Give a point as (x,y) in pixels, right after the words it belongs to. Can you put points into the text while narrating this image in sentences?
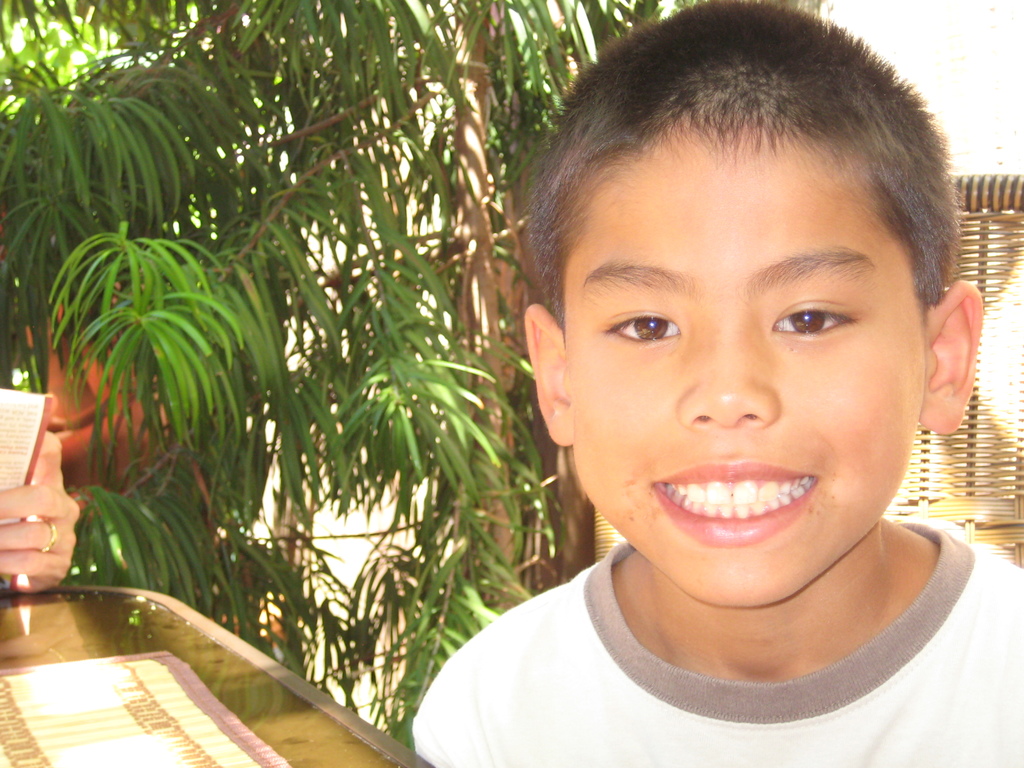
In this picture we can see a boy (759,144) smiling on the right side (886,457). There is a wooden object (1018,267) on the right side (1010,278). There is a cloth (60,675) on the table (101,597) on the left side (17,741). We can see a person (60,482) holding a paper (17,394) in hand (54,448). There is a plant (285,572) in the background (285,572).
